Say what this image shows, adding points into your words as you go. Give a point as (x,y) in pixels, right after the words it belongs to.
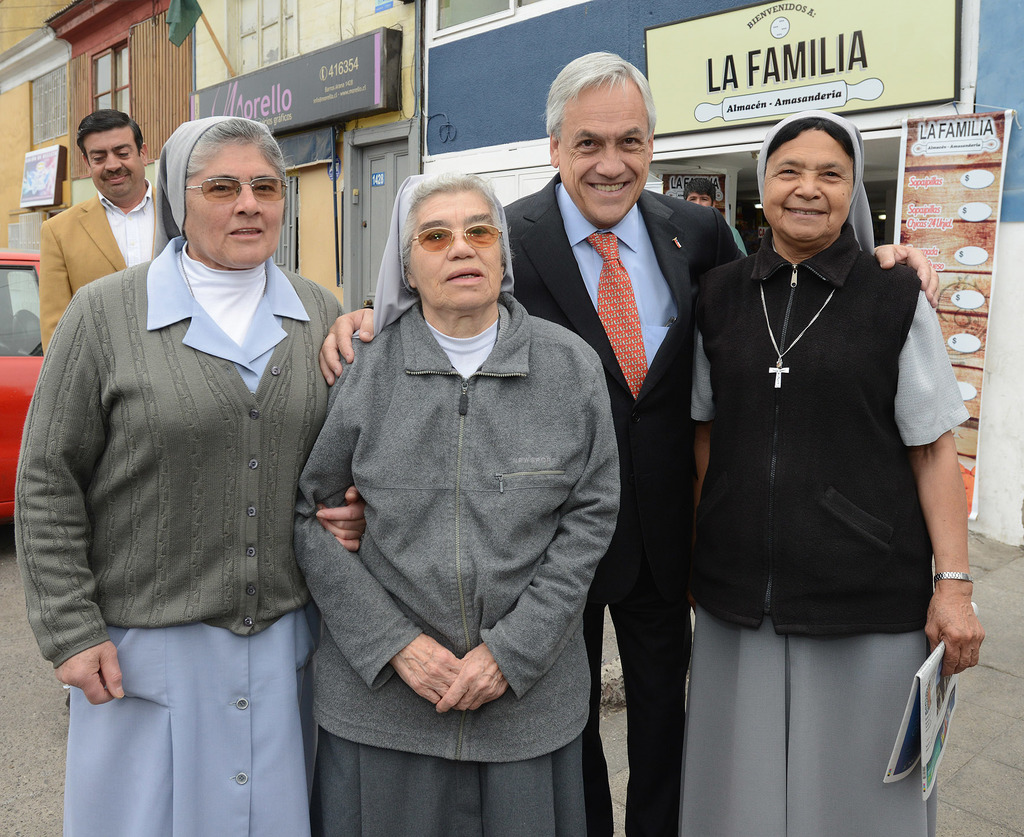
In the image in the center (606,376) we can see few people (678,376) were standing and they were smiling, which we can see on their faces (448,248). And the right side woman (871,495) is holding newspaper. In the background (368,51) there is a building (129,19), wall (995,81), door (396,146), banners (829,81), one car (11,282) and one person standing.
